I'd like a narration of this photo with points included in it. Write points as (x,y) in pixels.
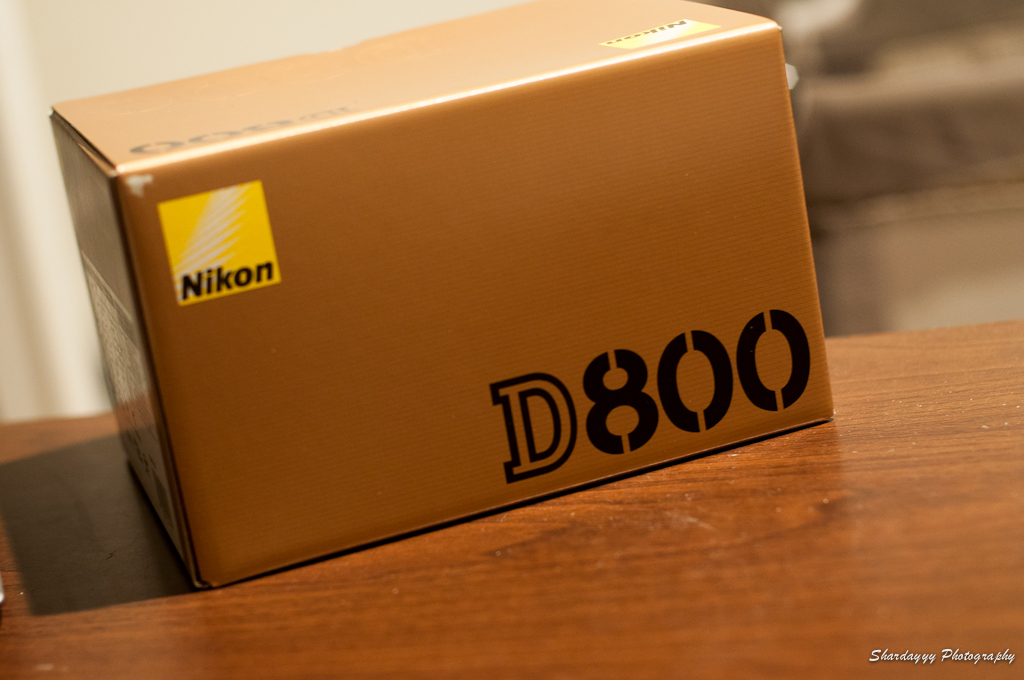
In the foreground of this image (481,243), there is a cardboard box (487,288) on a wooden surface (844,546) and the background (916,83) image is blur.
